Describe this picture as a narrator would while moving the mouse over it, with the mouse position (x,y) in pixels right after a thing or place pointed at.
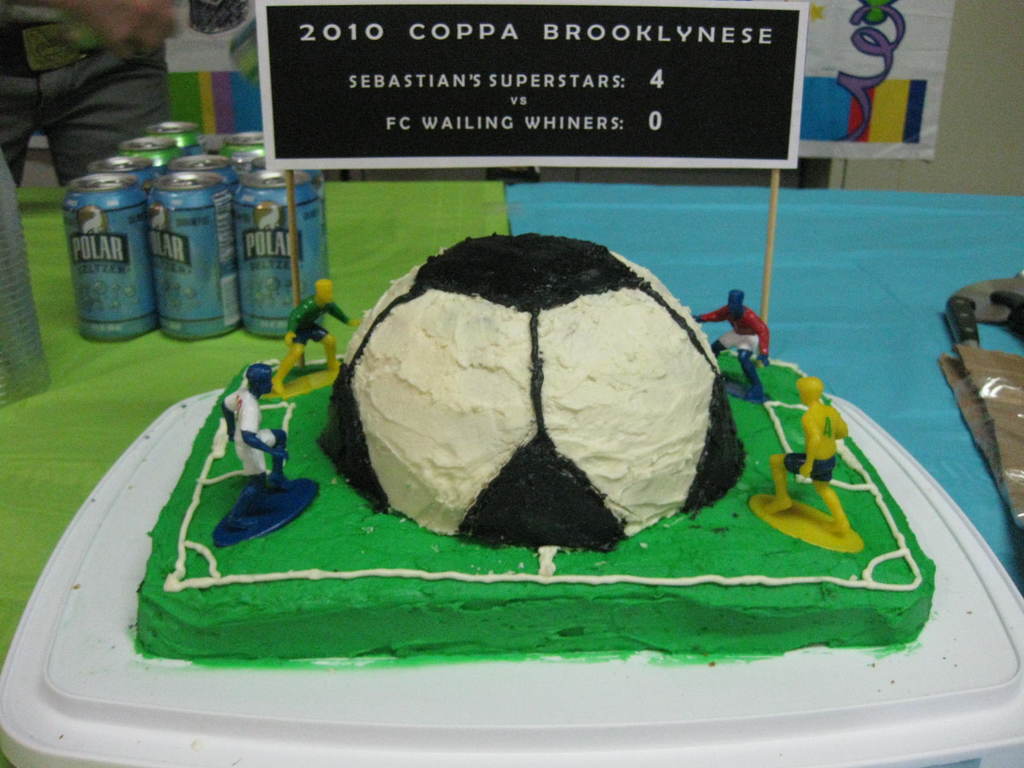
In this image there is a cake (611,581) on the table (47,464). The cake (205,551) looks like a football stadium (579,575) in which there is a football (479,409) in the middle of the stadium (573,433) and there are four players (314,334) around it. Beside the cake (216,433) there are soft drink tins (159,187). In the background (889,103) there is a banner (882,50). On the left side (74,72) top there is a person (79,54). There is a board (617,114) in the cake (790,385).
